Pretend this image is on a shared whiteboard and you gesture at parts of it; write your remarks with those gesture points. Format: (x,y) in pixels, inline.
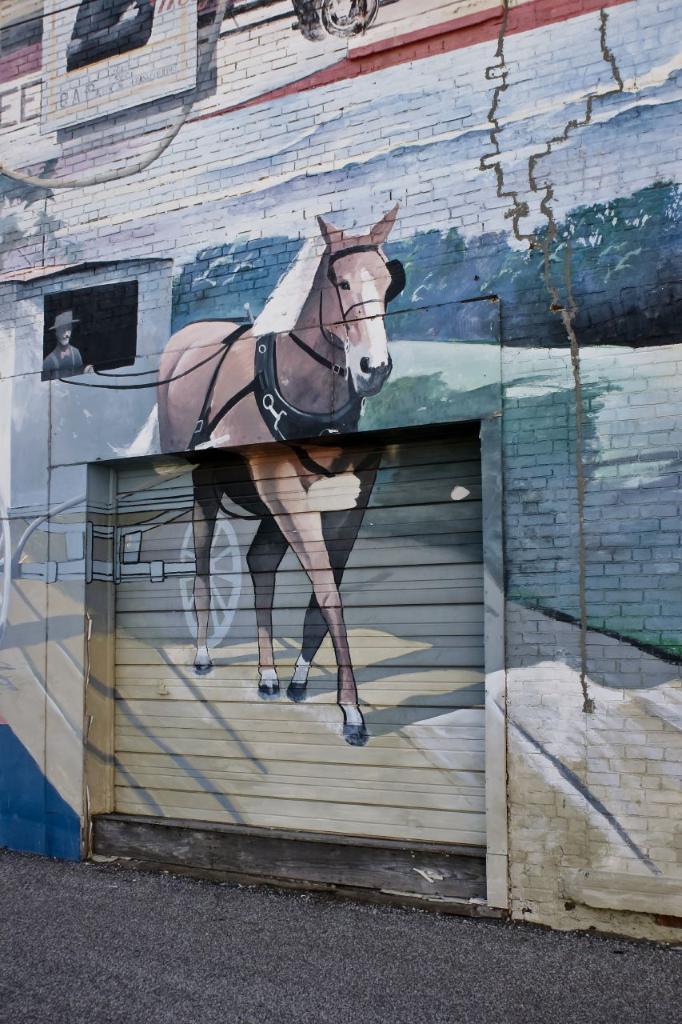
In this image we can see the painting (323,223) on the wall (363,266) of the building (339,357). We can see a horse (287,430), a person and cart (160,352) in the image. There is a vehicle (305,29) at the top of the image (326,10).
